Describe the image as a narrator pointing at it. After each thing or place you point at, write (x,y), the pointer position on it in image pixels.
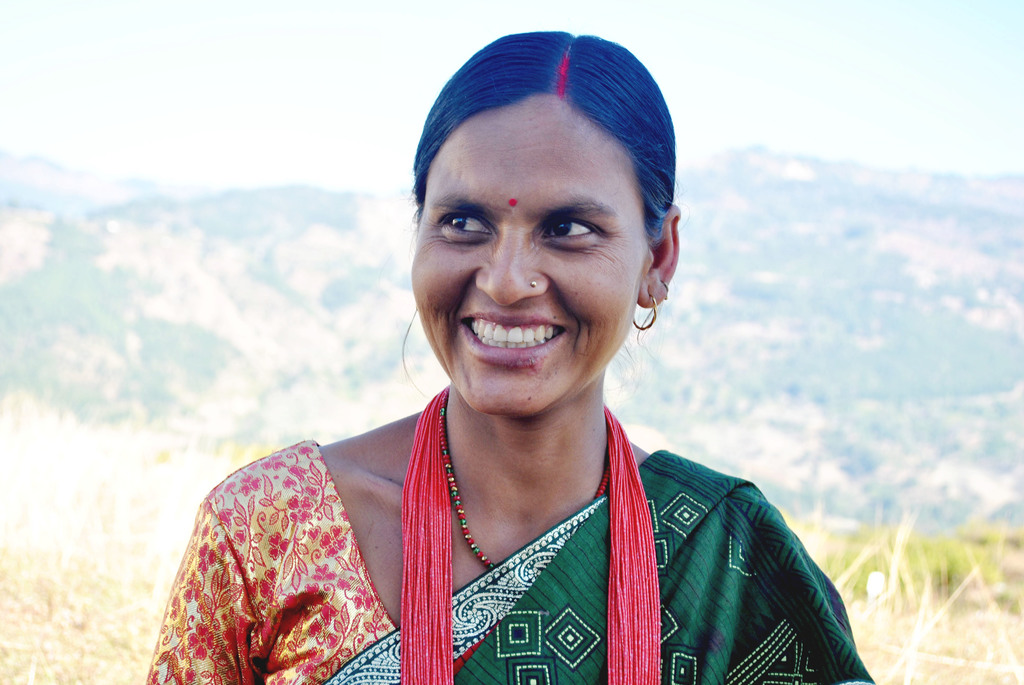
In this image we can see a woman (529,526) and in the background (781,236) there is a grass (74,609), mountains (426,377) and the sky (337,94).
